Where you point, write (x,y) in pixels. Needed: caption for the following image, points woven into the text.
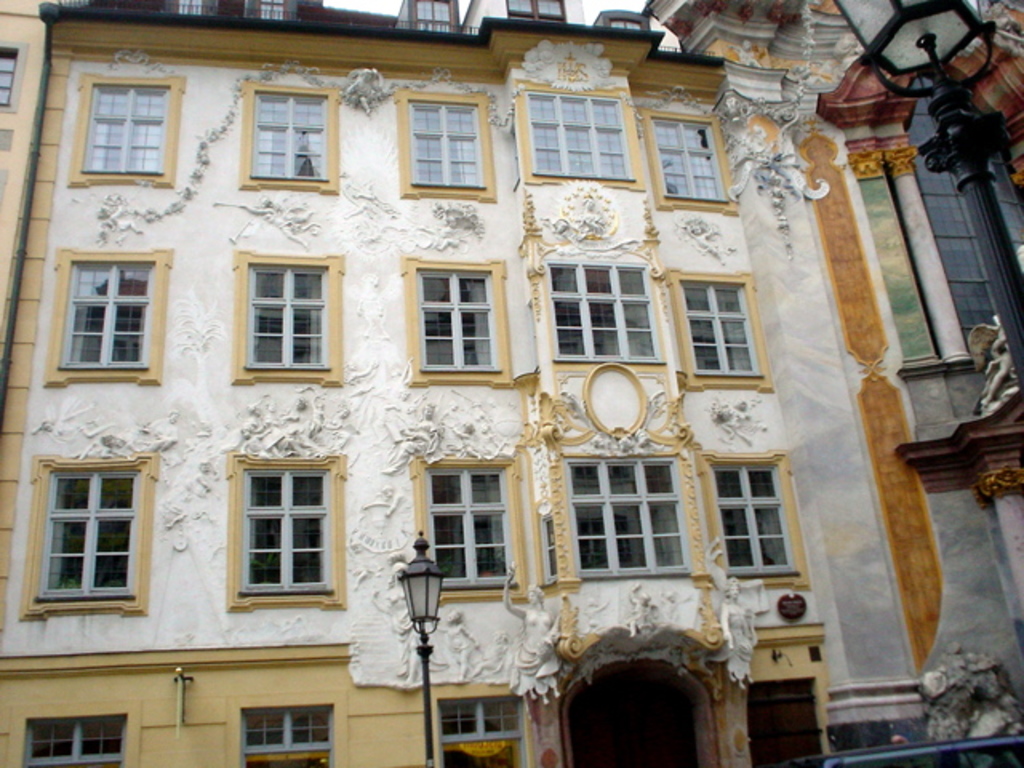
In this image I can see buildings (499,323). There are sculptures (535,669), lights (994,205), pillars (957,339) and there are some other objects (718,493).
